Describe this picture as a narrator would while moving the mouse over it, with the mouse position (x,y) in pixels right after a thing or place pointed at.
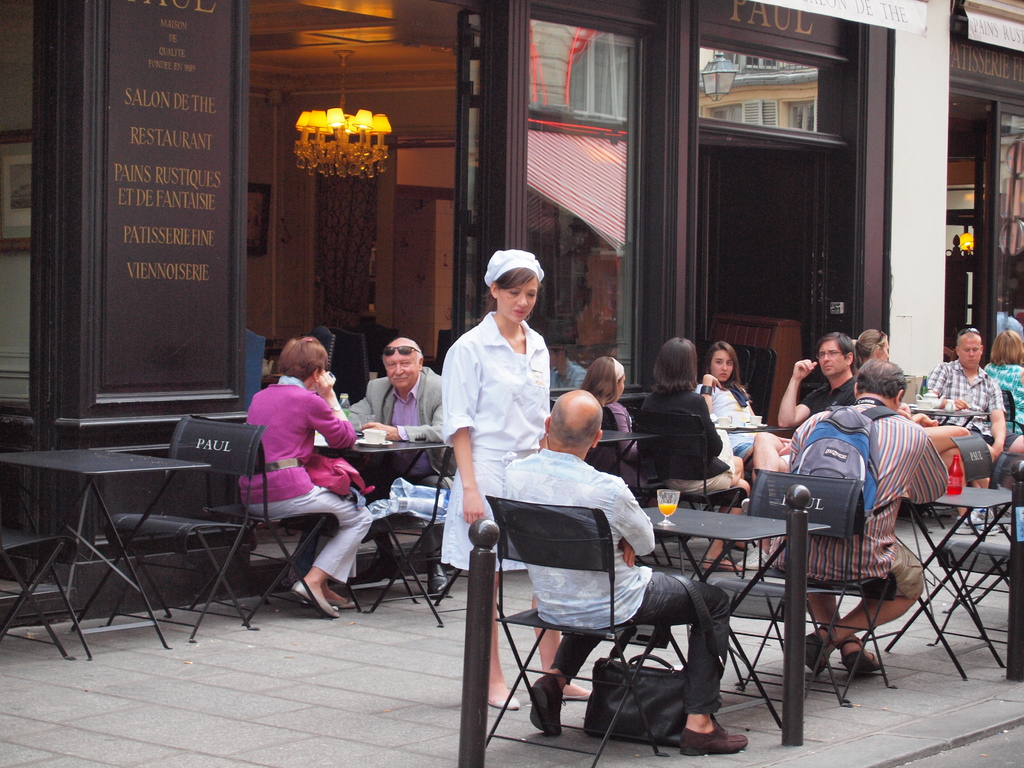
This image is clicked outside. There are so many tables (659,519) and chairs (772,499). People (591,574) are sitting on chairs (779,514). There is a cup (376,437), saucer (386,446), glass (662,497), water bottle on that tables (940,495). On the top (663,147) back side there is a building (419,191) and lights (369,135) on the top (434,150).
